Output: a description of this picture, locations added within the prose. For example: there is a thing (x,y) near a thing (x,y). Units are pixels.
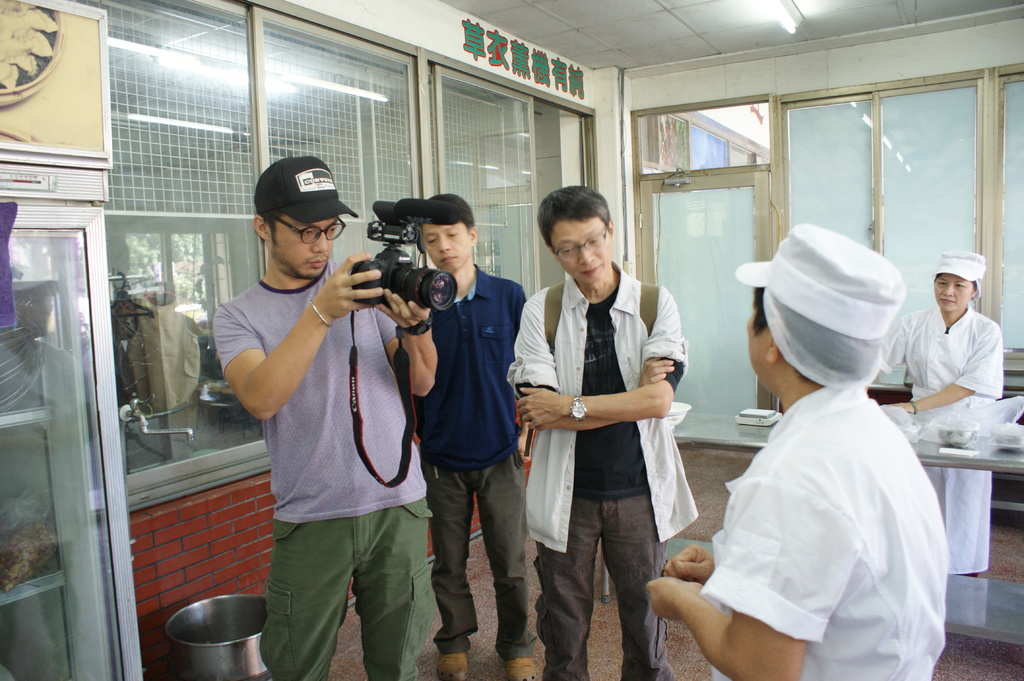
This is a picture taken in a kitchen (225,190). In the foreground of the picture (795,489) there are four men (515,447) standing. In the right (968,464) there is a table (756,432), on the table (710,425) there are bowls (952,425). On the right (954,379) there is a woman (943,363) standing. In the foreground (818,500) right there is a person (813,517) standing. In the center (353,357) a man (331,375) is holding camera (389,284) and looking into it. In the background (465,314) a man (463,369) in blue shirt (472,363) and white shirt (568,357) are standing. On the left (30,259) there is a refrigerator (16,425). In the background (332,131) there are windows (488,157). On the top (791,22) there are lights (778,6).
